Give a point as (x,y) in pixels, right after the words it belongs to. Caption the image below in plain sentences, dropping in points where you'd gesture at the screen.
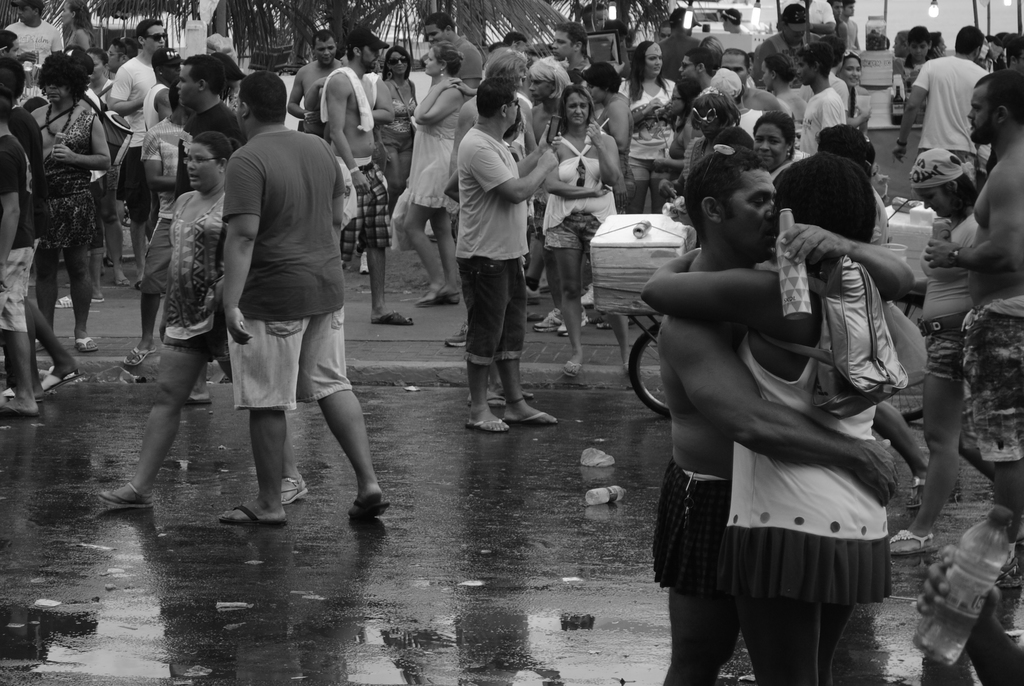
In this picture we can see a group of people (683,374) on the road (406,439) and in the background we can see trees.
